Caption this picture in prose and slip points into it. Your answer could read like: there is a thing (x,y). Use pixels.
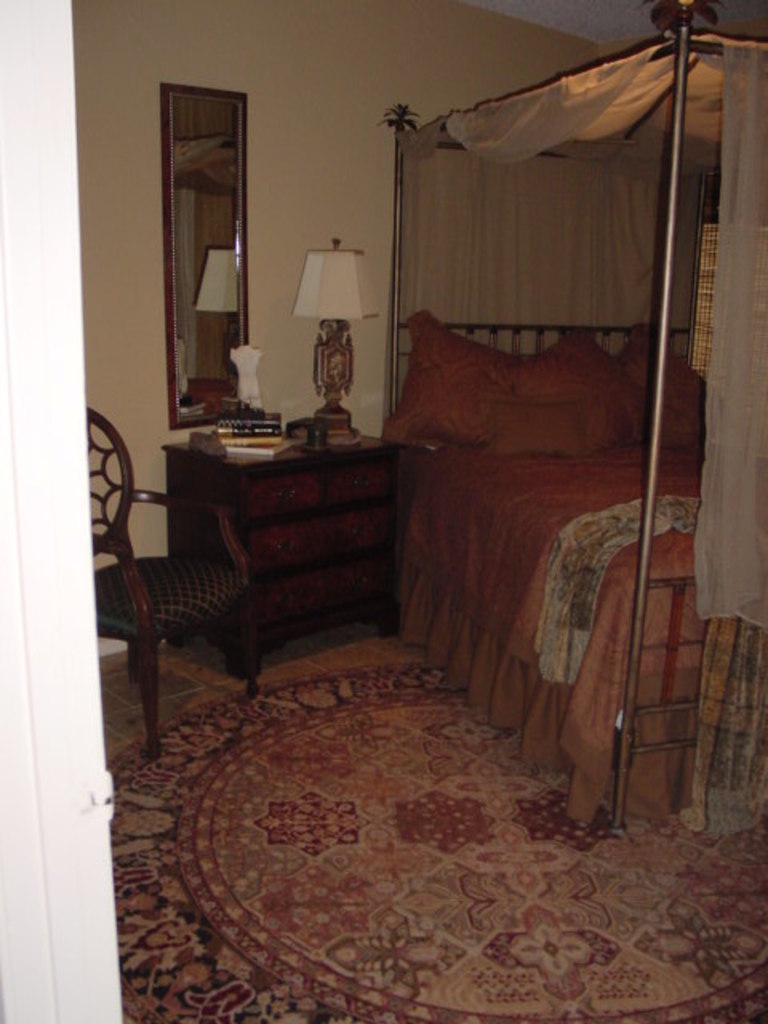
In this picture we can see a chair (154,570), mirror (226,317), lamp (315,313) and a bed (446,378).
